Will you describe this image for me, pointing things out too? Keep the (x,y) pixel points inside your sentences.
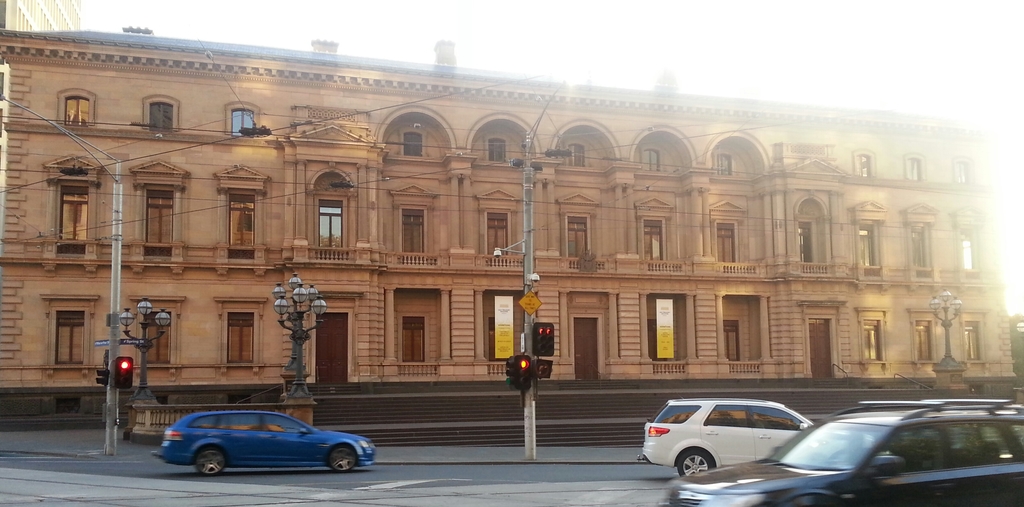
There are vehicles (971,462) and poles (304,295) in the foreground area of the image (686,490), there are stairs (477,397), building (509,209) and the sky (463,47) in the background (620,29).
